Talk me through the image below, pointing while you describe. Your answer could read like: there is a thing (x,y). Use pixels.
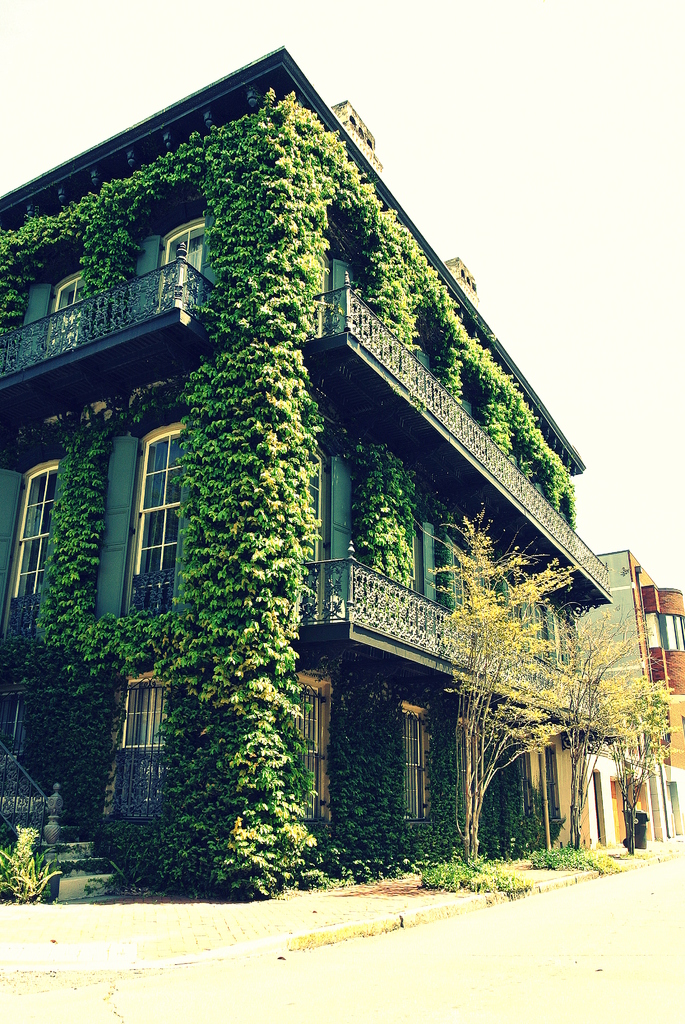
In this image there is a building (361,576). To the building (393,649) there are plants (192,558) which are spread all over the building (1,521) and we can see that there are windows (166,492) on the left side (35,510). At the bottom (426,981) there is a road (571,900). At the top (550,203) there is sky (552,218). On the right side (667,625) there are other buildings (612,612) beside it.
